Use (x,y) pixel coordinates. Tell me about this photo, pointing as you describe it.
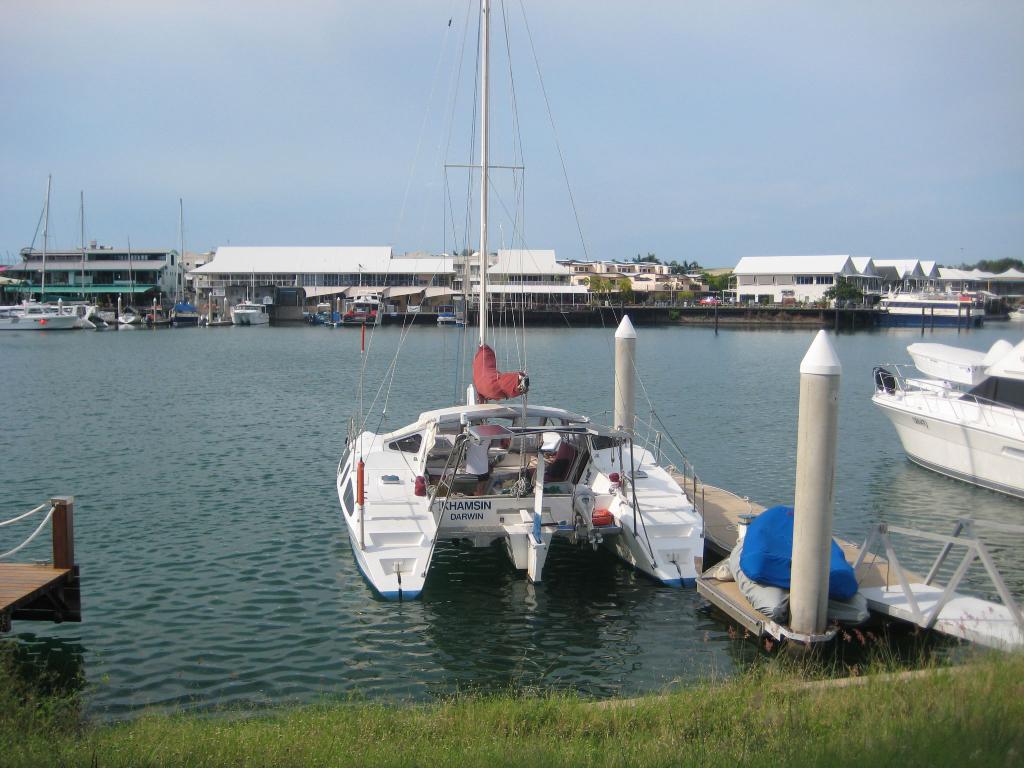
In this image, I can see the catamaran (398,470) and few boats (332,318) on the water (115,351). I think this is a wooden platform (706,514). These are the poles (619,426). I can see the buildings (326,267) with the windows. These are the trees (847,297). At the bottom of the image (258,748), that looks like the grass (628,740). I can see the sky (394,105).
